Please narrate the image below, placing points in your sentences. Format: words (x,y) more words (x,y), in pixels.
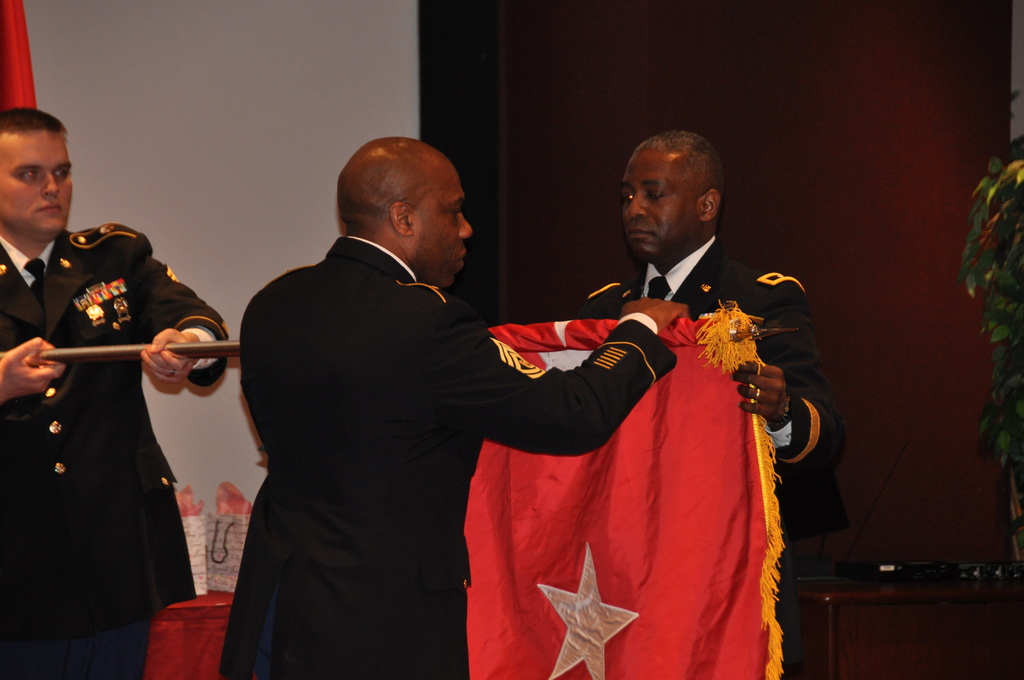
In this picture I can see few people (471,380) standing and holding flag (566,471).
